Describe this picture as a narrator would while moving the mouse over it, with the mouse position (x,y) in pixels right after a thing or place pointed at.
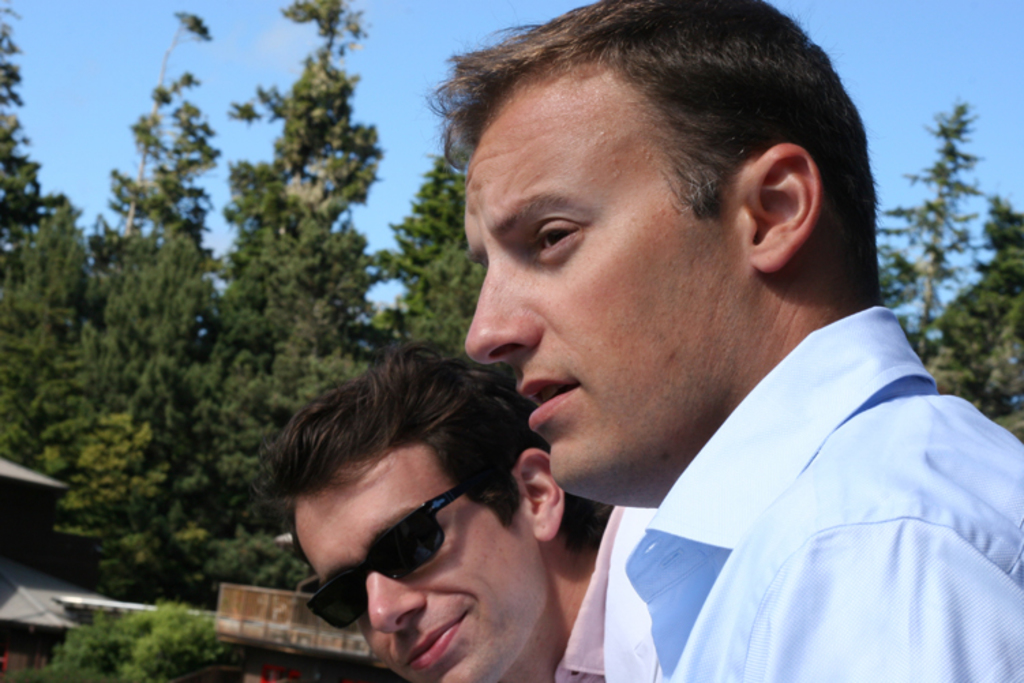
In this image in the foreground (681,308) there are two people (427,516) one person (408,547) is wearing goggles (409,527), and in the background (319,383) there are some trees (206,602) and houses (240,598). At the top (106,144) there is sky (270,129).
